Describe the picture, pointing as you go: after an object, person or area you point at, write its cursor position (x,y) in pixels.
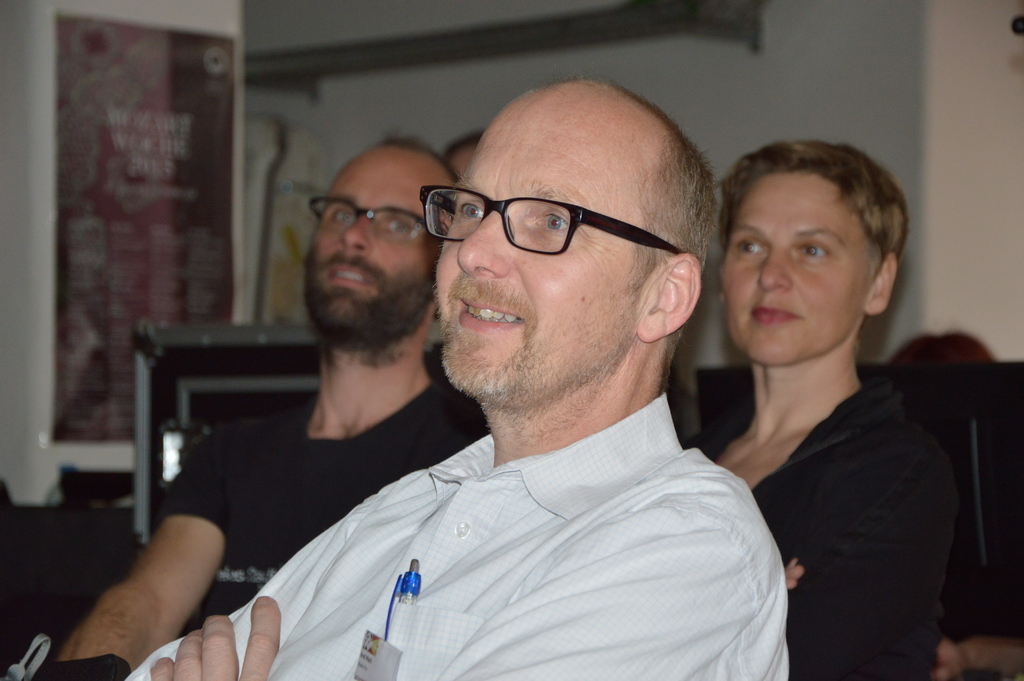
In this image we can see people (403,398). In the background of the image (113,7) there is wall (1007,158). There is a poster (84,203) with some text (160,120).
